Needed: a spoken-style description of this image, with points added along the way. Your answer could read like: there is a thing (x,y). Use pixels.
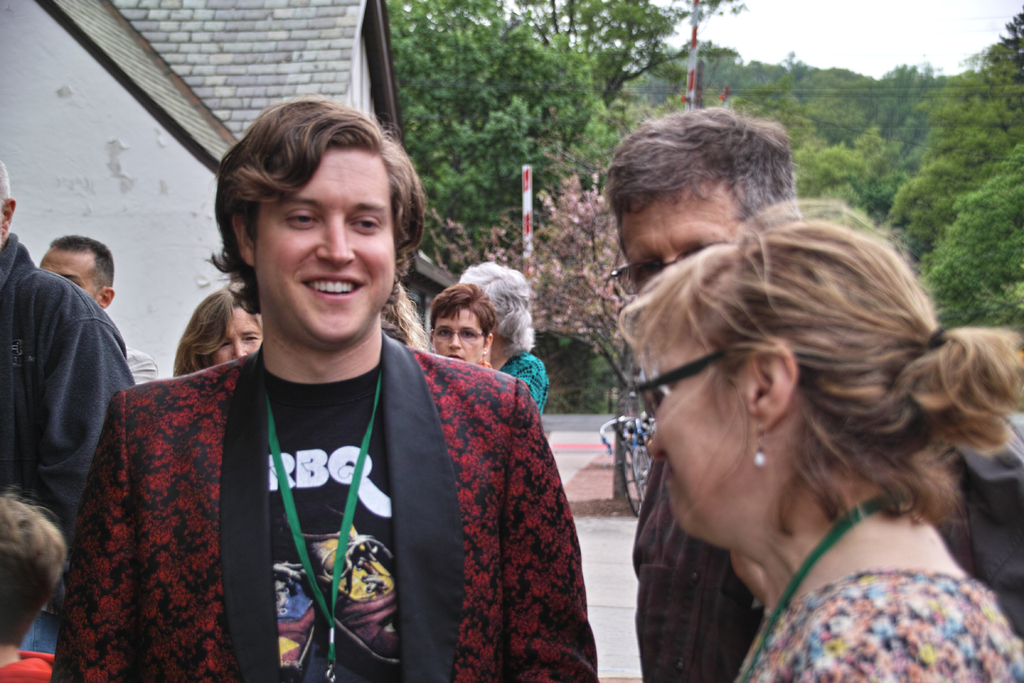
This image consists of some persons (959,461) in the middle (357,303). There are trees (555,159) in the middle (554,267). There is sky (949,14) at the top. There is a building (57,114) on the left side (14,120).
